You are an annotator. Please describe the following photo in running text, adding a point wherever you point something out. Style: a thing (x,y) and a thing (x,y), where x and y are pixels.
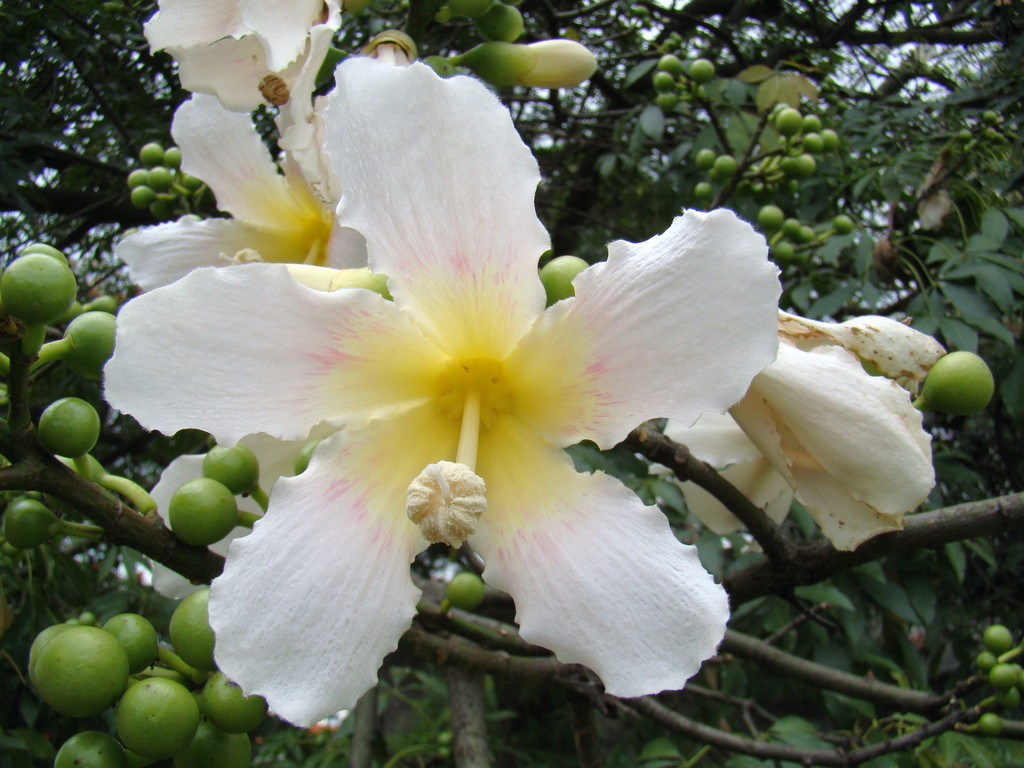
In this image there is a white flower (349,344) in the middle (349,412). Beside the flower (395,367) there are small buds (101,645). In the background (914,244) there is a tree (762,187).
